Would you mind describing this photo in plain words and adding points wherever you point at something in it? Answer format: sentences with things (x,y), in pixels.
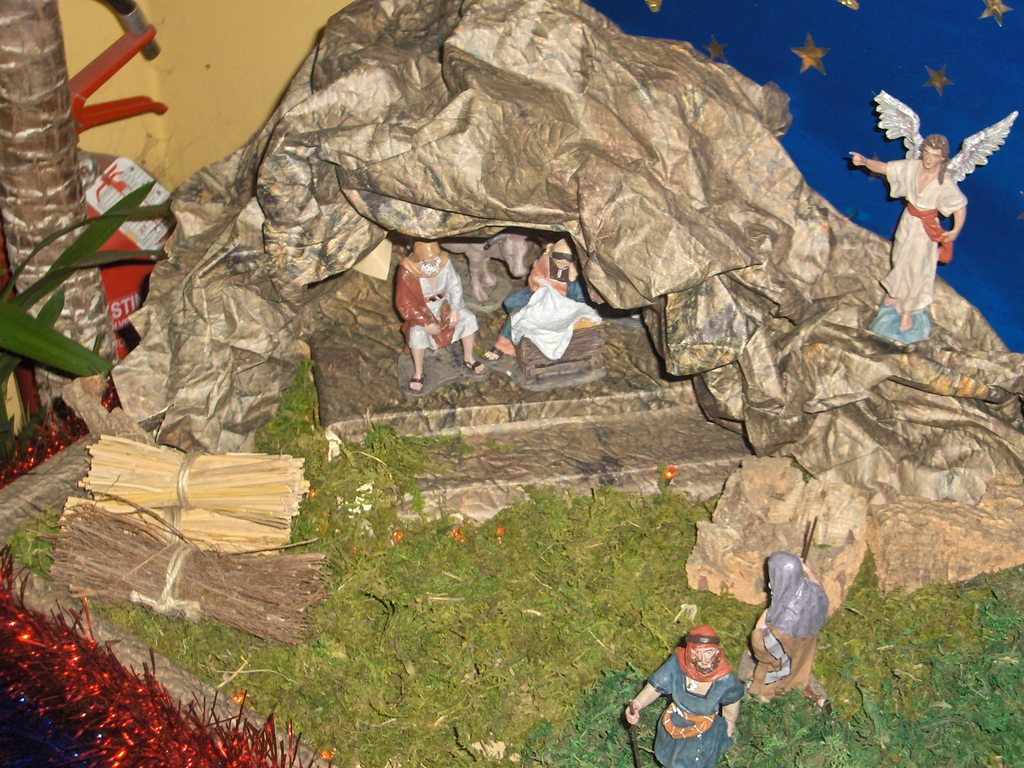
In the picture we can see a decorative grass surface (564,692) and on it we can see a rock cave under it we can see some person dolls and on it we can see a man doll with wings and on the grass surface (848,755) also we can see some person doll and behind the cave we can see a wall (967,248) which is blue in color with stars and some part of it is yellow in color.
